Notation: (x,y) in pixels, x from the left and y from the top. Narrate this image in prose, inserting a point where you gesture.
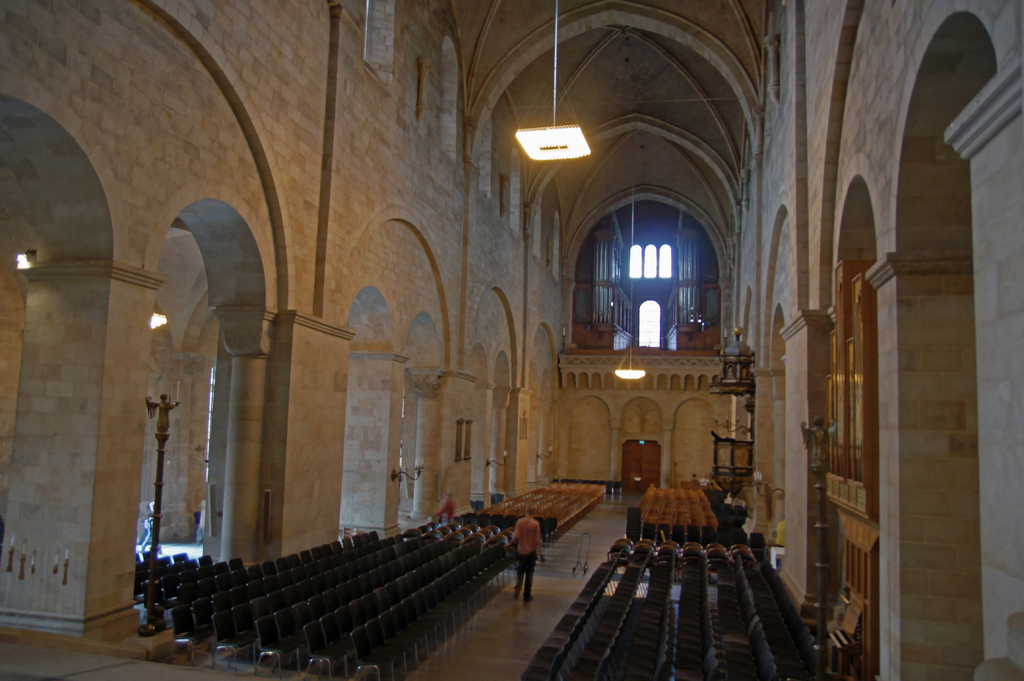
In this image I see the inside view of a building (478,631) and I see number of chairs (648,606) over here and I see a person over here and I see the lights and I see the wall (426,16) and I see the ceiling (584,96) and I see the windows (650,250) over here.
